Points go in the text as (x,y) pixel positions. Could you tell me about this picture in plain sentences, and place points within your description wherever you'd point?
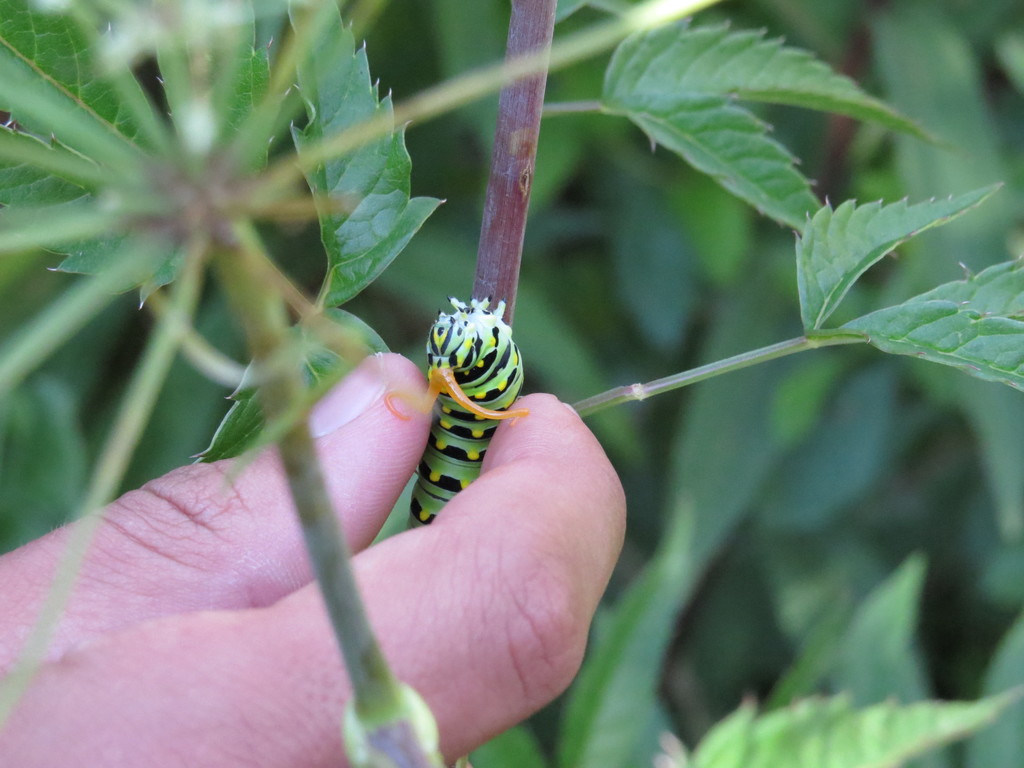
In the foreground of this image (459,590), there is a person's hand (458,574) holding an insect (455,400) which is on a plant (502,217) and the background (640,223) is greenery (797,428).
